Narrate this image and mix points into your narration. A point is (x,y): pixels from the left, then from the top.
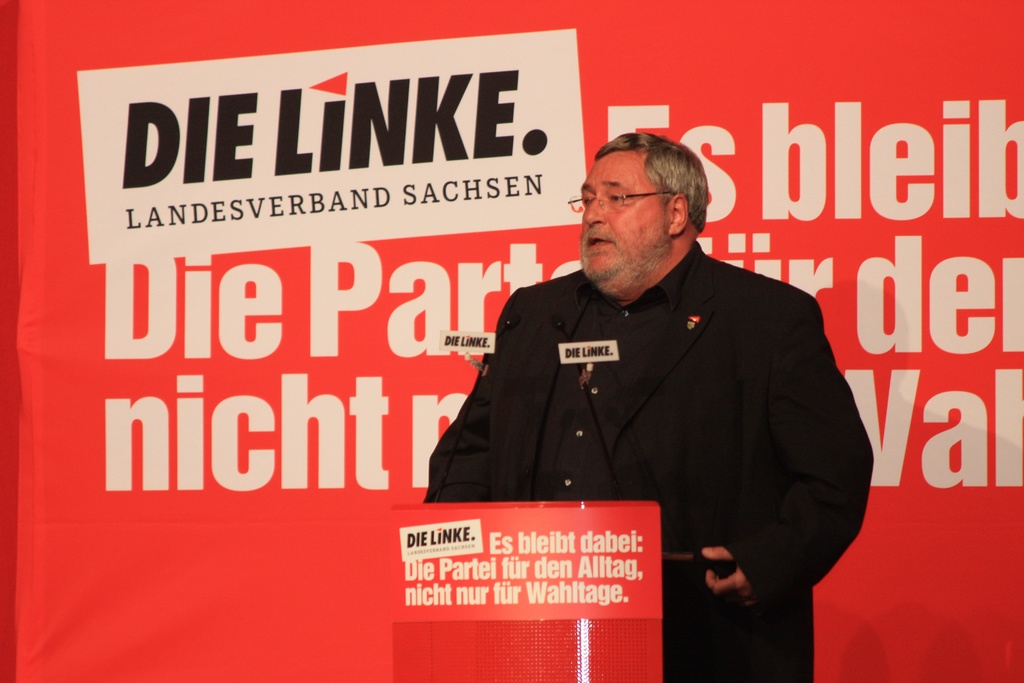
In this image there is a person (685,370) standing and talking, there is a podium (549,615) truncated towards the bottom of the image (536,615), there is text (607,567) on the podium (525,563), there are microphones (607,460), there is a banner (915,94) truncated at the background of the image (868,119), there is text (331,277) on the banner (972,225), there is text (923,202) truncated towards the right of the image (928,197).
